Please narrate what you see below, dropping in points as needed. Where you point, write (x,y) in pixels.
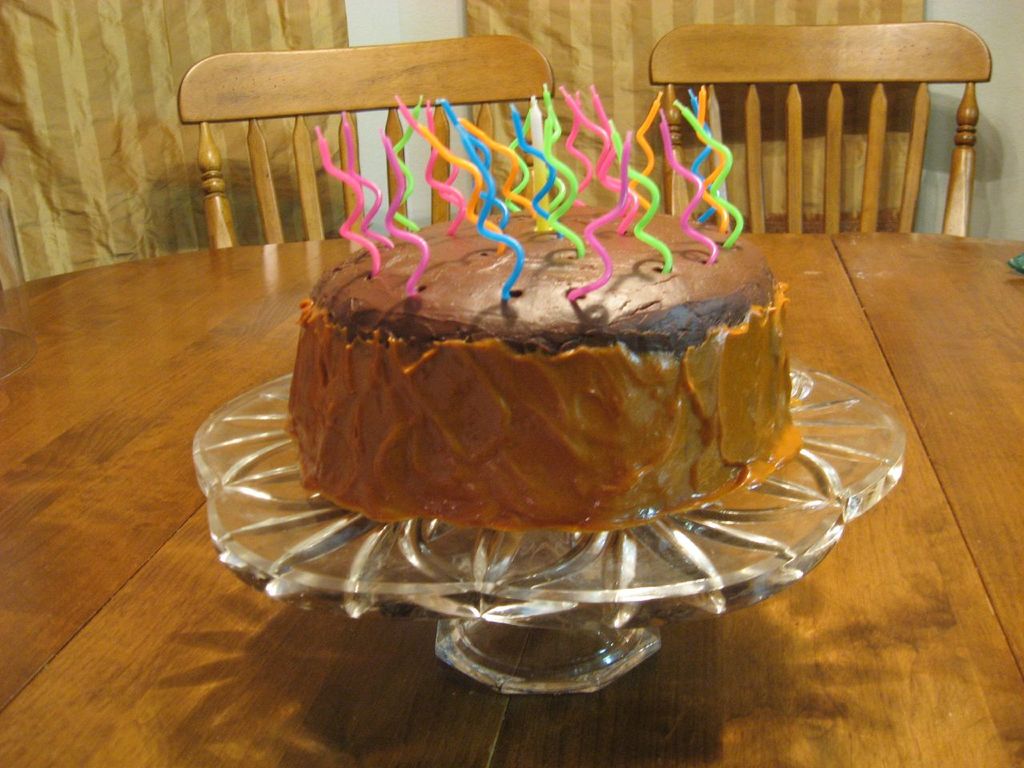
This picture is of inside the room (813,637). In the foreground (952,545) there is a table (902,343) on the top of which a cake (585,329) is placed. There are many number of candles (521,162) placed on the top of the cake (706,275). In the background (404,12) there is a wall (422,7), curtains (608,6) and chairs (780,47).
